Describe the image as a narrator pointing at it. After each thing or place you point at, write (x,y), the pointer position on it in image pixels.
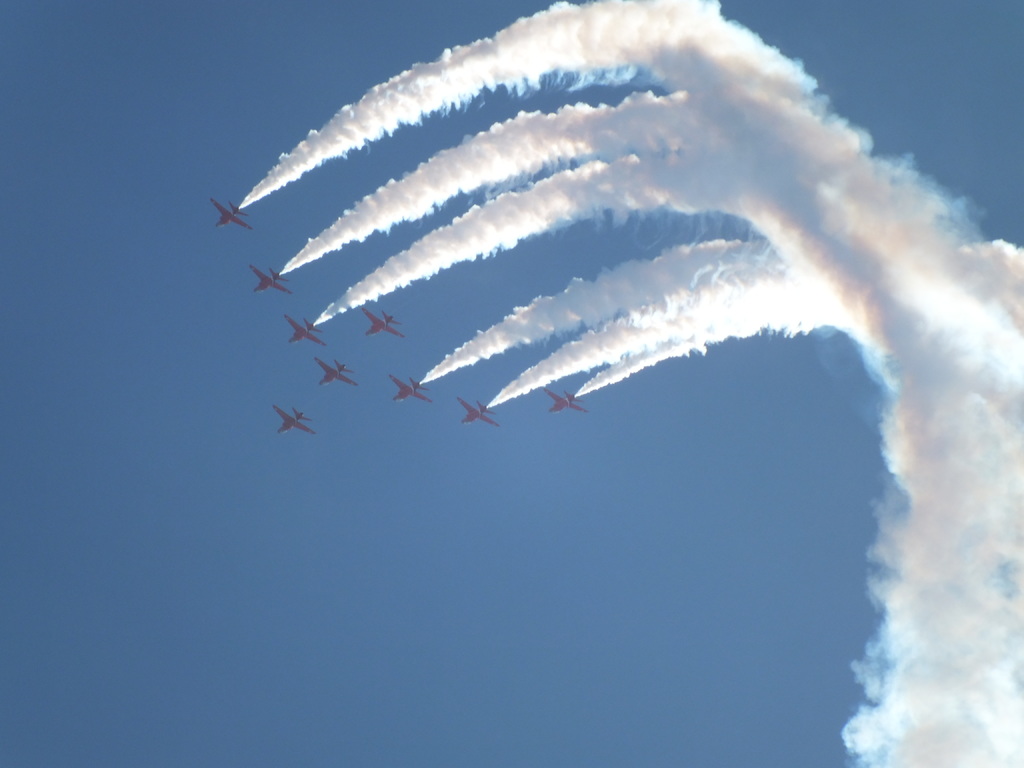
In this image there are army jets (424,388) flying in the sky (229,235) leaving smoke (891,193).
